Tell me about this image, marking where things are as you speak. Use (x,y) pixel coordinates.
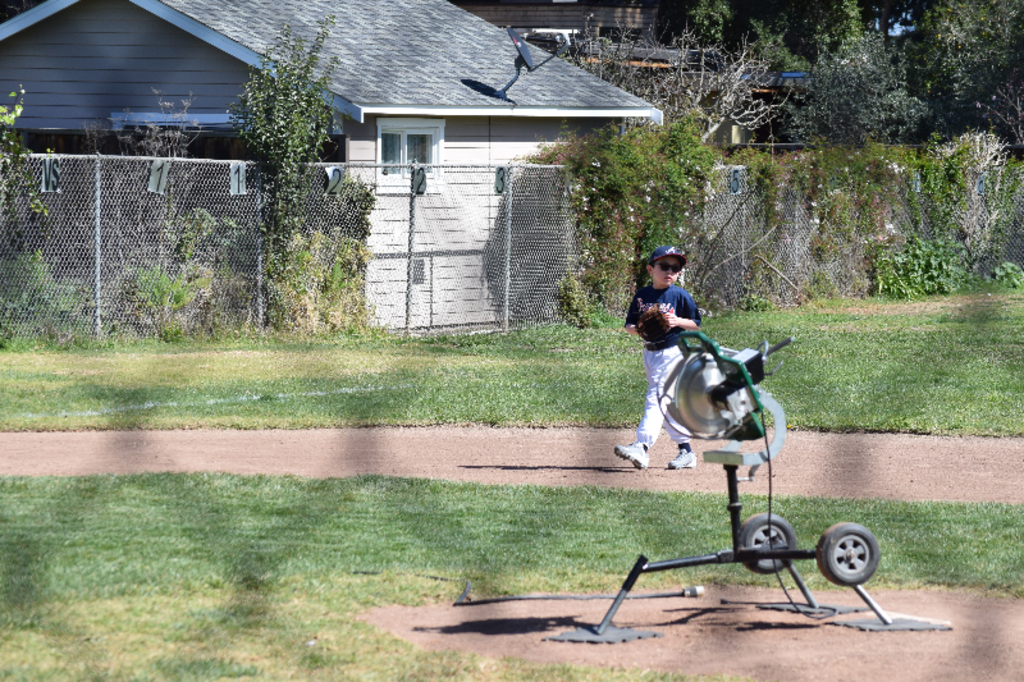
In this picture I can see an equipment (849,559) in front (768,518) and I can see wheels (762,538) on it and I can see the grass (515,398), on which I see a child (668,307) who is wearing jersey (682,294). In the background (300,227) I can see the fencing (57,280), on which I can see papers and I see numbers (331,183) and 2 alphabets (43,180) written on it. I can also see the trees (273,168), plants (926,173) and few buildings (464,118).
